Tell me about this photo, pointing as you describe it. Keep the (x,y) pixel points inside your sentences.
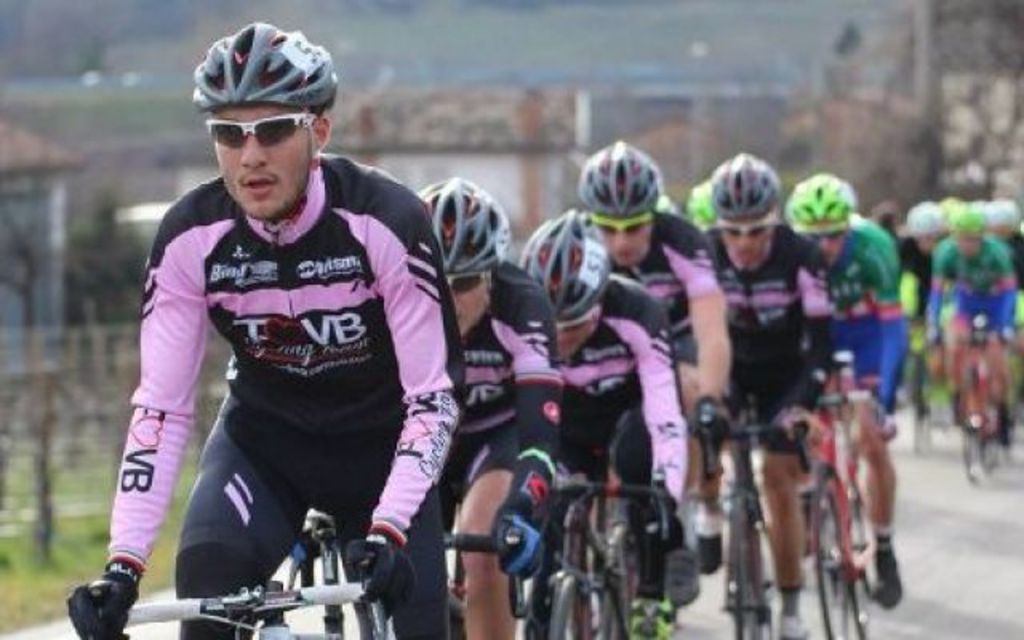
In this image I can see number of people (152,364) are sitting on their bicycles (965,415). I can also see they all are wearing sports wear (404,351), helmets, shades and gloves (106,608). I can also see something is written on their dresses (736,310) and I can see this image is little bit blurry from background (17,120).
